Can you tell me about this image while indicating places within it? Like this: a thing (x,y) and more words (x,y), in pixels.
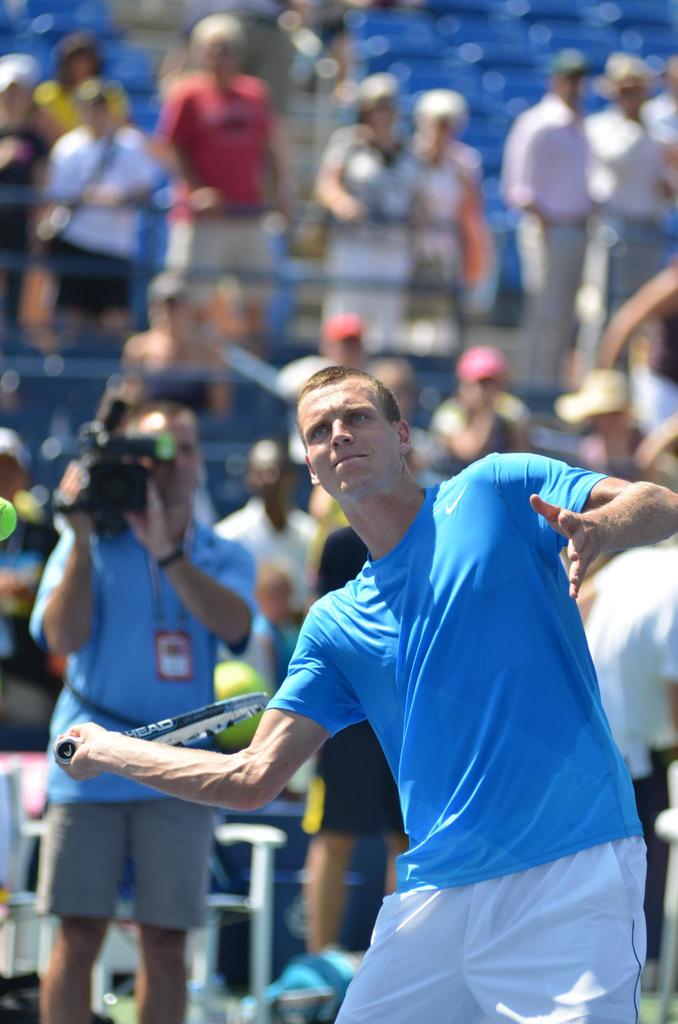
In this picture we can see a man (188,753) who is holding a racket (200,730) with his hand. On the background (195,333) we can see some persons (384,294) are standing. Here we can see a man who is holding a camera (123,466) with his hand (151,520). And these are the chairs (454,56).
